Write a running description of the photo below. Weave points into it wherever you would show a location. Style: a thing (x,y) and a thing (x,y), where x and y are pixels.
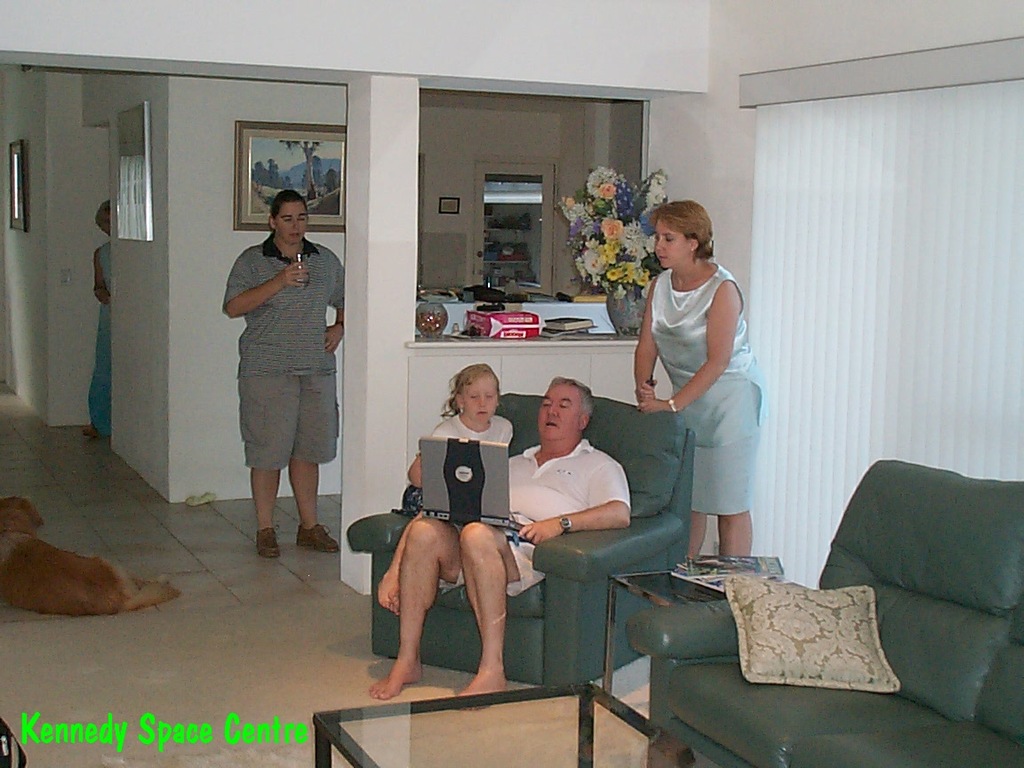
These persons (270,400) are standing and these two persons (539,481) are sitting on the chair (578,538) and this person (415,585) holding laptop (453,497). We can see dog (4,525) on the floor (180,630). This is sofa (961,643). On the background (713,154) we can see wall (680,51), flower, frame (289,148).
